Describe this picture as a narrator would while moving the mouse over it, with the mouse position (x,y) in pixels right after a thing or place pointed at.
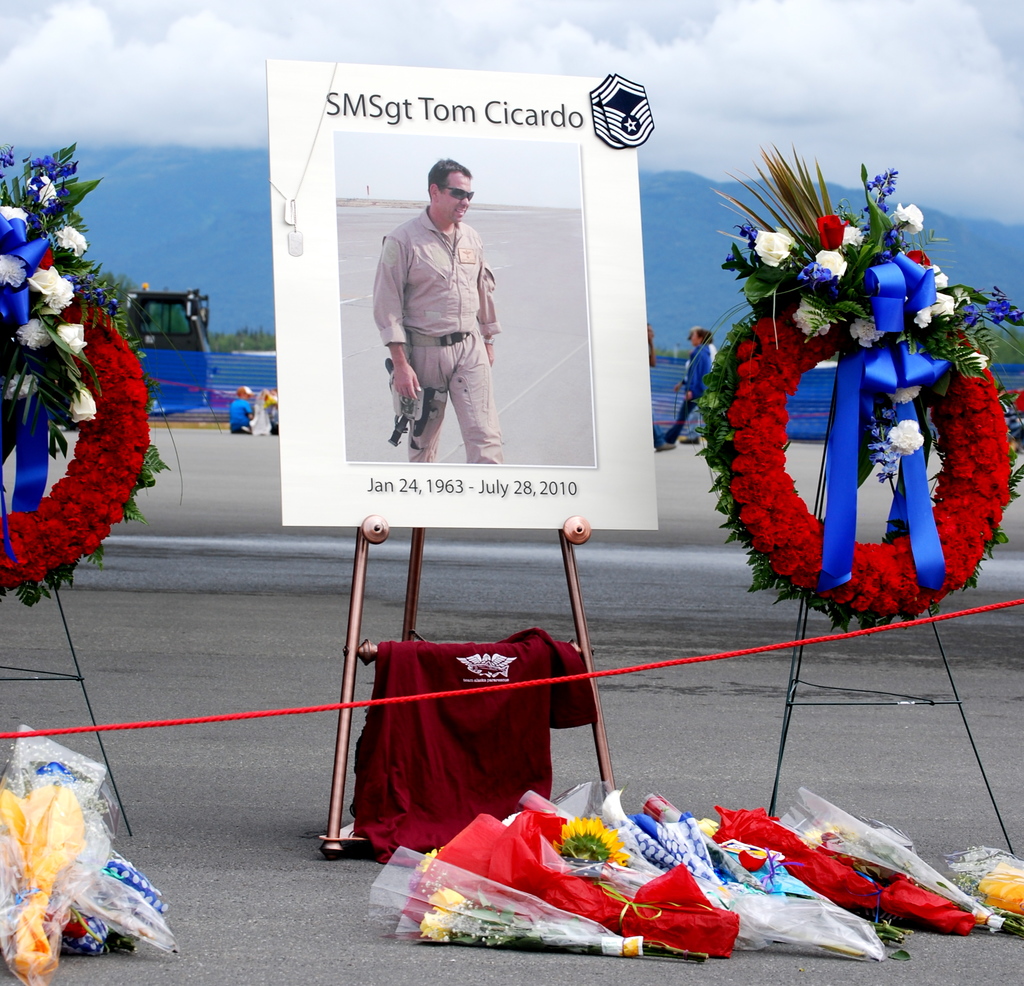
In this image we can see a memorial (544,883) where so many bouquets (517,876) are present and in the middle of the image (580,336) one stand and board (468,305) is present. Behind the sky (699,105) is full of clouds (765,58).
